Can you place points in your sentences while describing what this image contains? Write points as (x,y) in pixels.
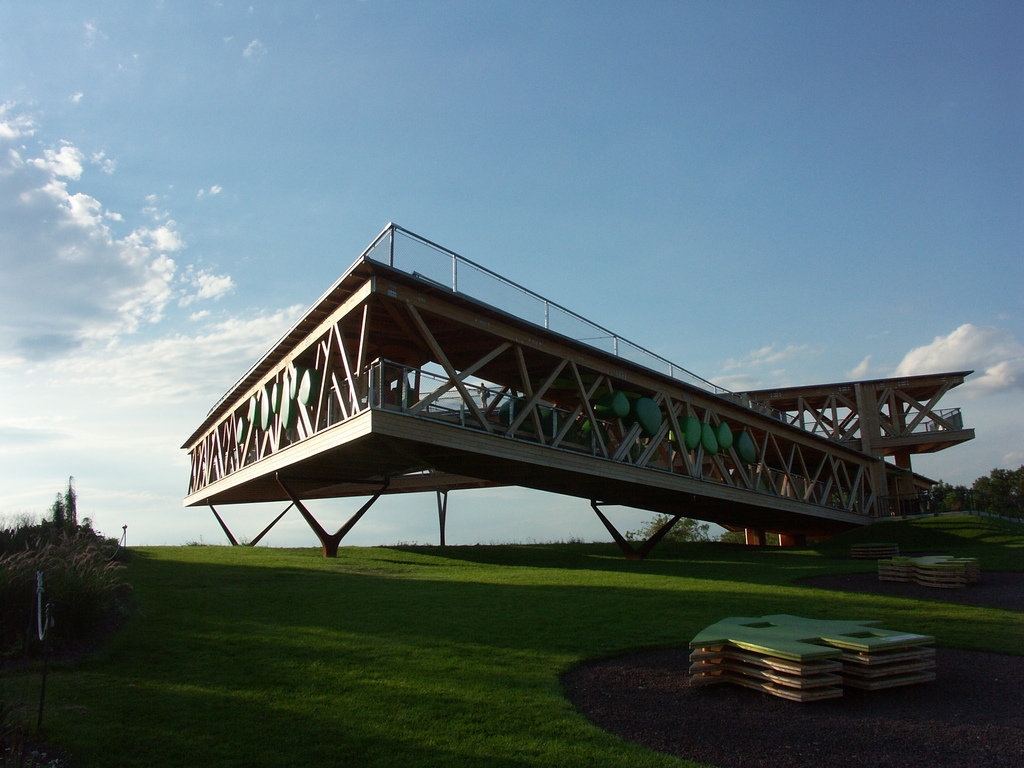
In this picture I see a bridge (667,513) and few trees (1018,496) and grass (499,671) on the ground (630,620) and i see a cloudy sky (603,163) on the top of the picture (250,78).
